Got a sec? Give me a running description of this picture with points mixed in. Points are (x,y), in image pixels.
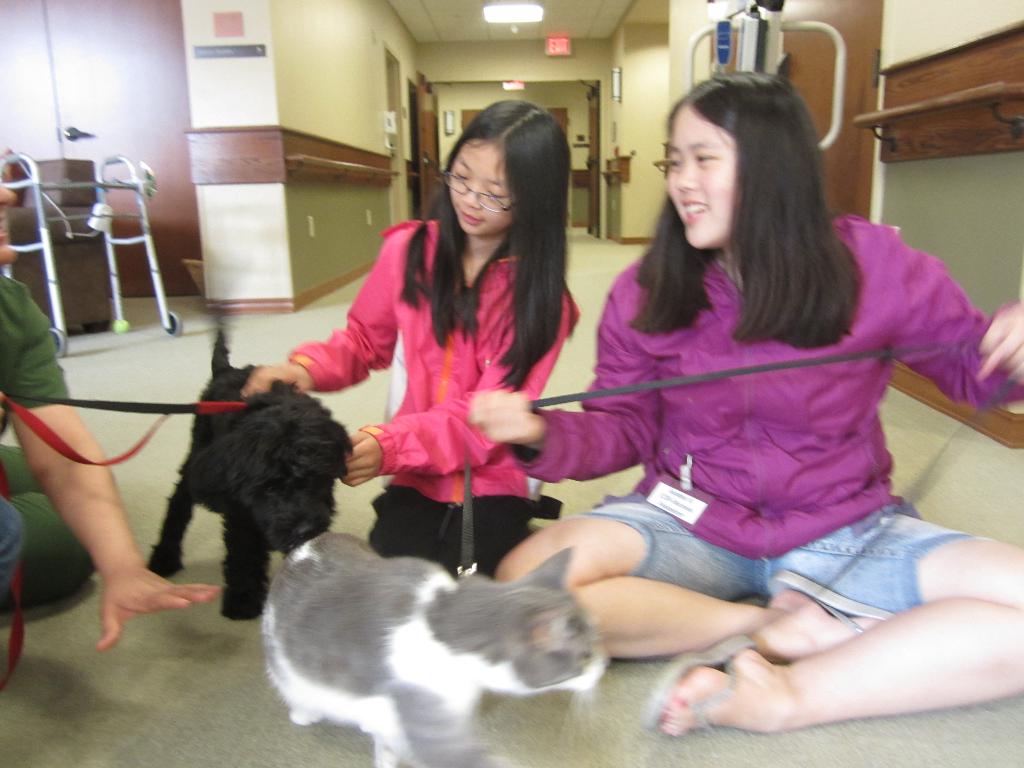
In this image i can see few people (782,249) sitting and holding the belts (784,365) in their hand (504,406). I can see few animals (354,600) walking on the floor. In the background (362,88) i can see a wall (324,69), a light (516,14) and a couch (37,290).
